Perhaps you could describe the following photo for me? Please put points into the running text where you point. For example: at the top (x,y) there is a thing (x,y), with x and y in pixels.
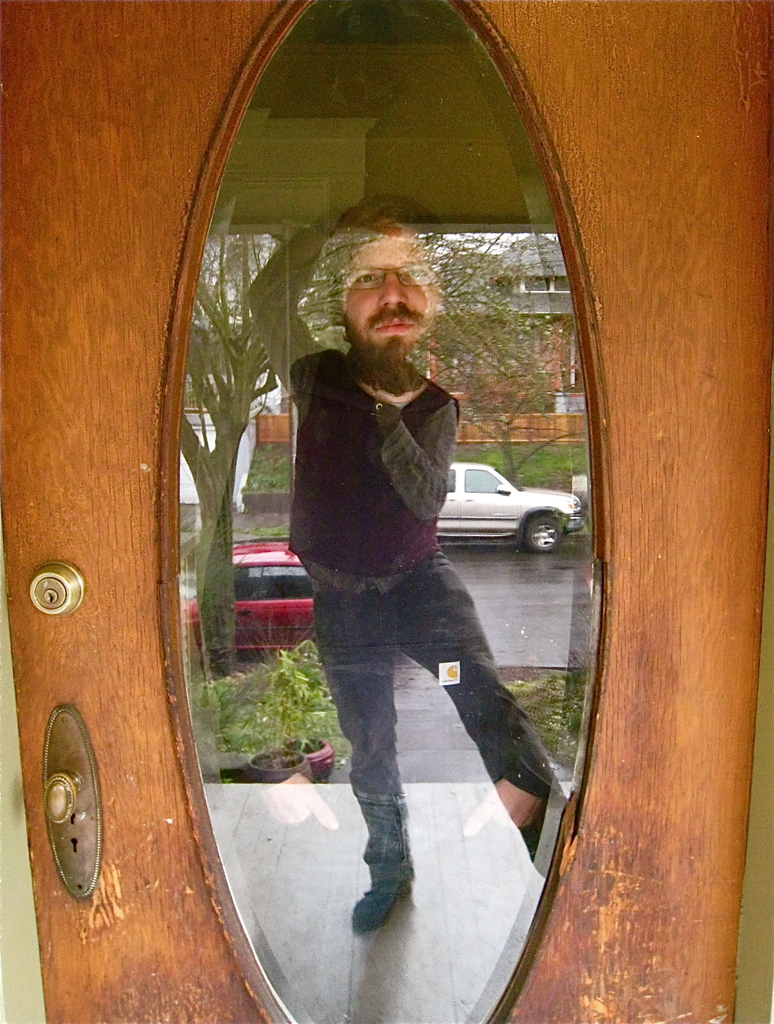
In front (355,144) we can see a reflection (342,151) of mirror (532,163) with a person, vehicle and trees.
